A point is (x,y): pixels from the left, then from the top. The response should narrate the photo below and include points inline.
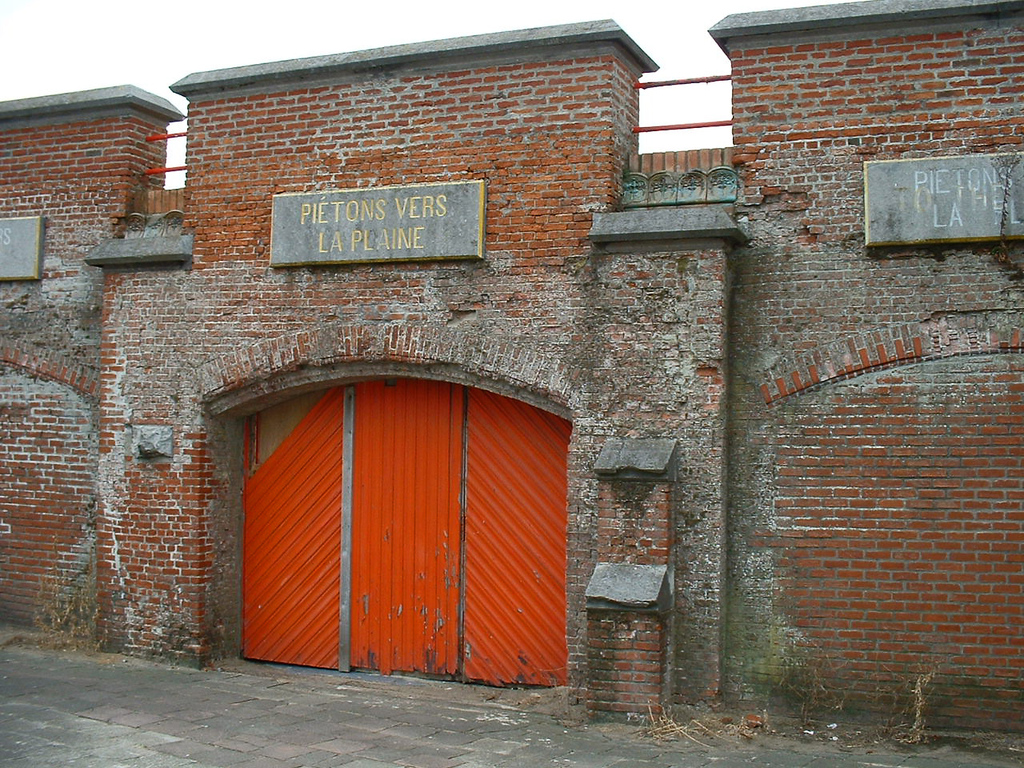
This image consists of a wall (920,510) along with a gate (455,512). The gate (475,540) is in red color. At the bottom (257,702), there is a road (314,715). And we can see the name boards (445,222). At the top (245,24), there is sky (248,15).
